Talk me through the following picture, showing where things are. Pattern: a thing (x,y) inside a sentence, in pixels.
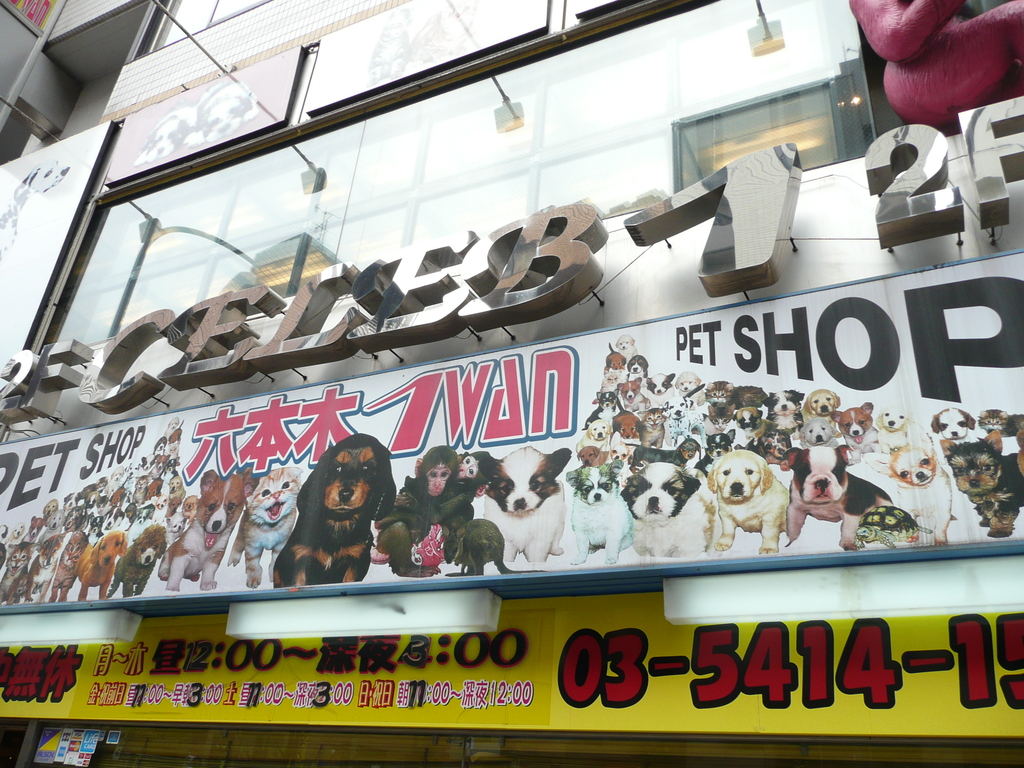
This picture is mainly highlighted with a building (550,8). We can see glass windows (552,168), boards (505,5), hoardings (1010,474) and we can see letter hoarding (477,299). At the bottom portion (107,737), in the left corner of the picture (55,732) we can see small posters (83,748).
